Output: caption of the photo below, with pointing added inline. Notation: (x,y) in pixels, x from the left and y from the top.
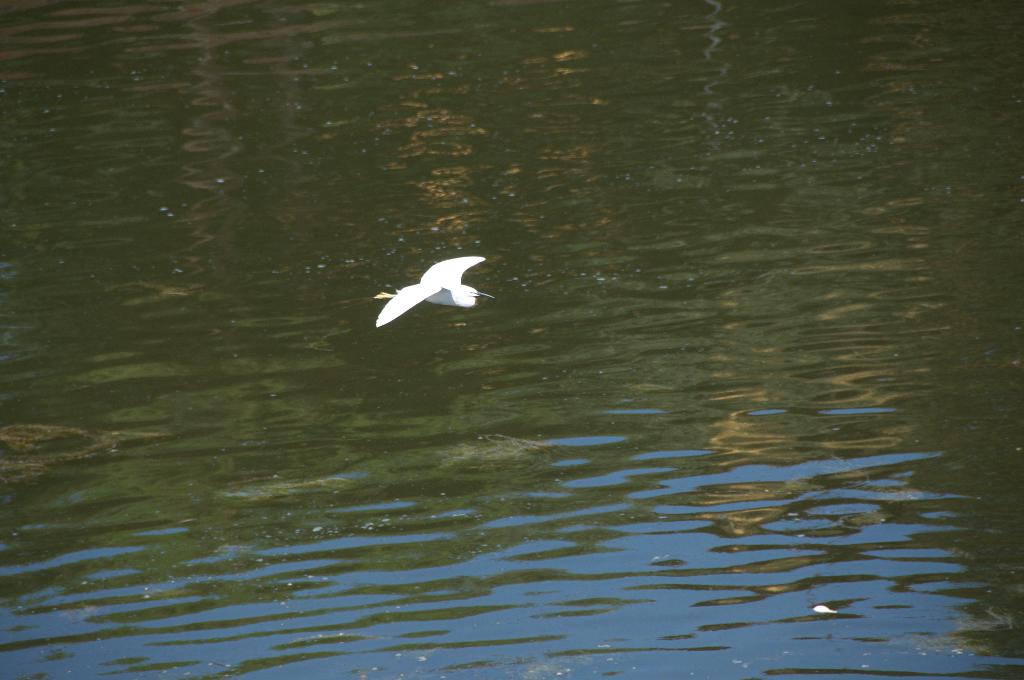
In the picture I can see a white color bird (399,300) is flying in the air. In the background (414,321) I can see the water (468,432).
